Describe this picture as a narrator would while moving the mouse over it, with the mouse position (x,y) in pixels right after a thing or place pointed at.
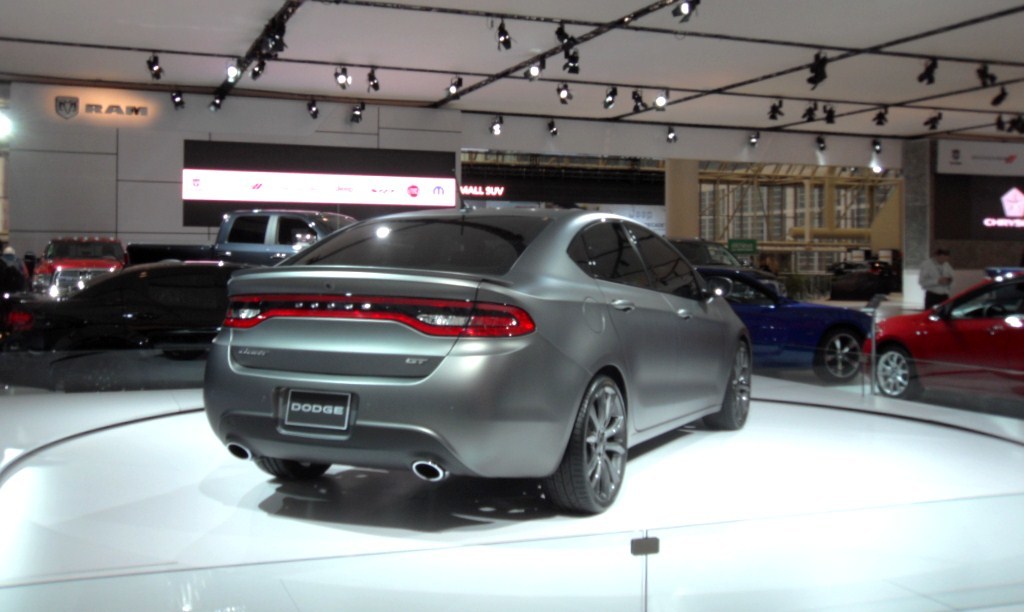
Here we can see vehicles (452,300) and persons (928,274). These are lights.
